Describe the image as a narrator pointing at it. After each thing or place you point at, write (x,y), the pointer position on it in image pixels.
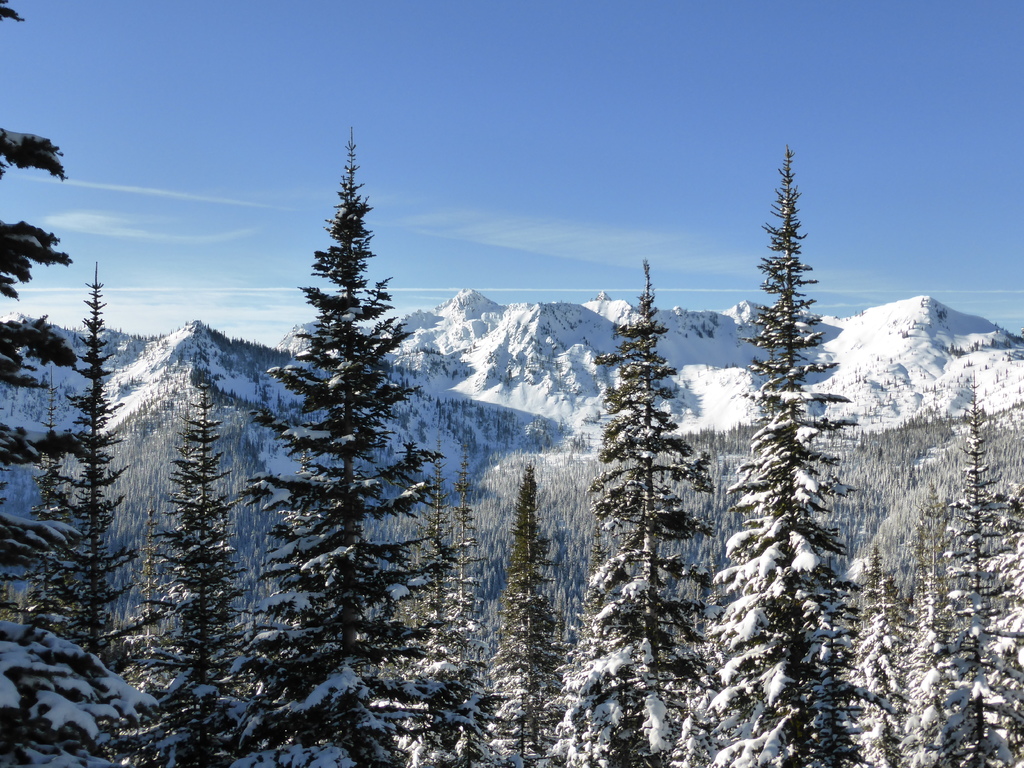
In the picture we can see trees (462,699) with snow (964,696) on it and behind it, we can see some trees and mountains (866,358) which are covered with snow (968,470) and in the background (322,117) we can see the sky (438,254) with clouds (499,240).
